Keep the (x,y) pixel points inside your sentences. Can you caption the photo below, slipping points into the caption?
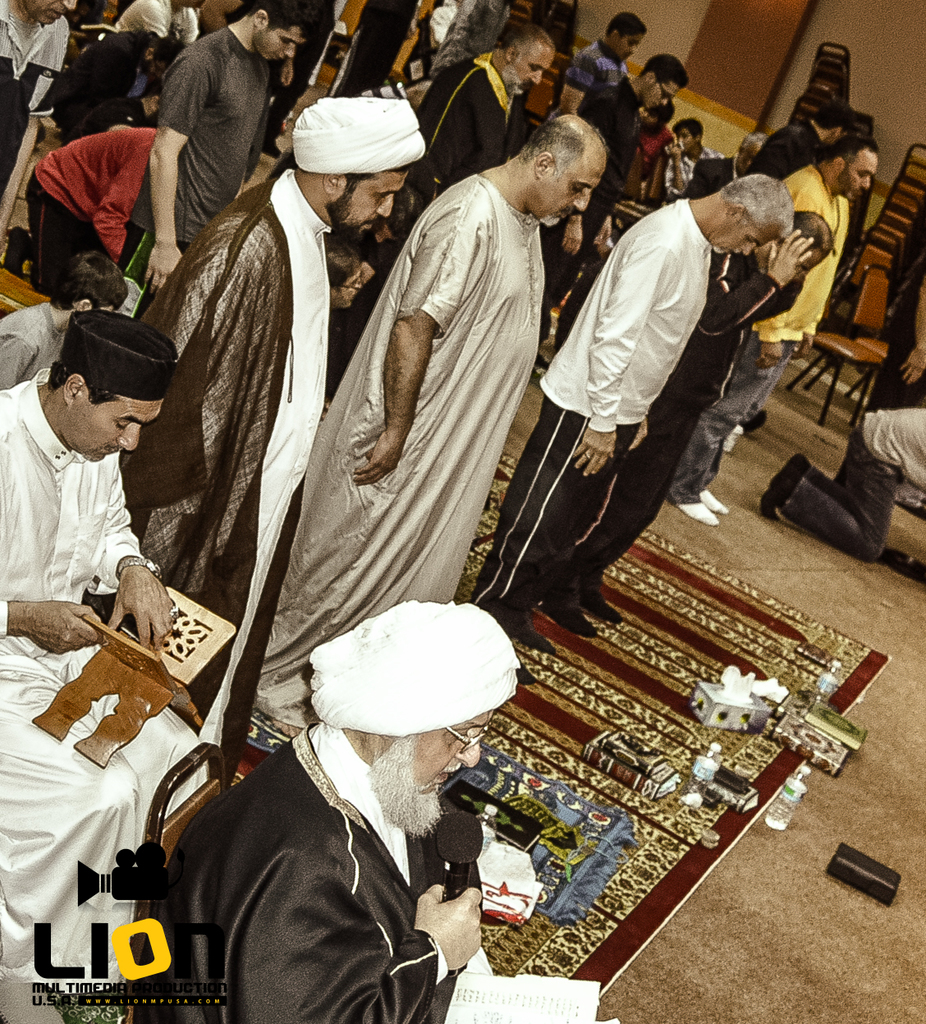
In this image I can see a group of people (638,142) are standing on the floor (713,559) and few (416,787) are holding some objects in their hand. In the background (874,322) I can see chairs (870,368), wall (849,20), logo (130,912) and some objects (837,721). This image is taken may be in a hall (818,577).
